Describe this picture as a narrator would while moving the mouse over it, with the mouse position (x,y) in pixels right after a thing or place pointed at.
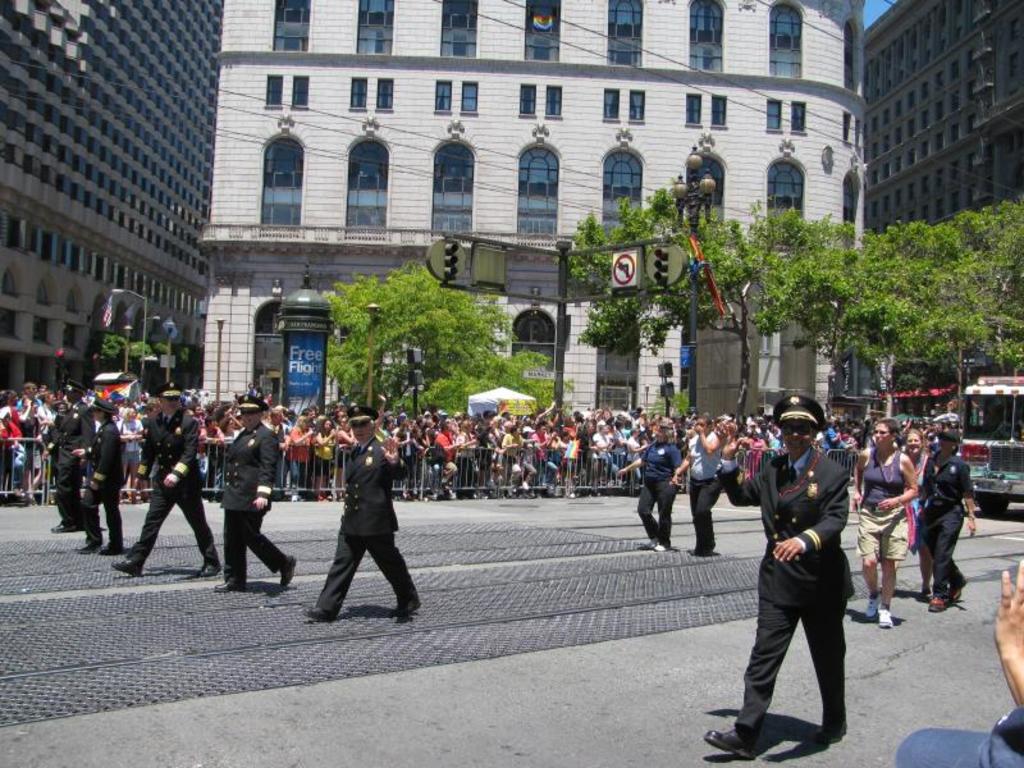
In this picture there are people (243,513), among them few persons (74,510) walking on the road (806,664) and we can see a vehicle (1000,431), barricades (39,461), trees (518,366), boards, traffic signals (653,268), lights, poles (695,305), buildings (577,402), tent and sky (881,8).
